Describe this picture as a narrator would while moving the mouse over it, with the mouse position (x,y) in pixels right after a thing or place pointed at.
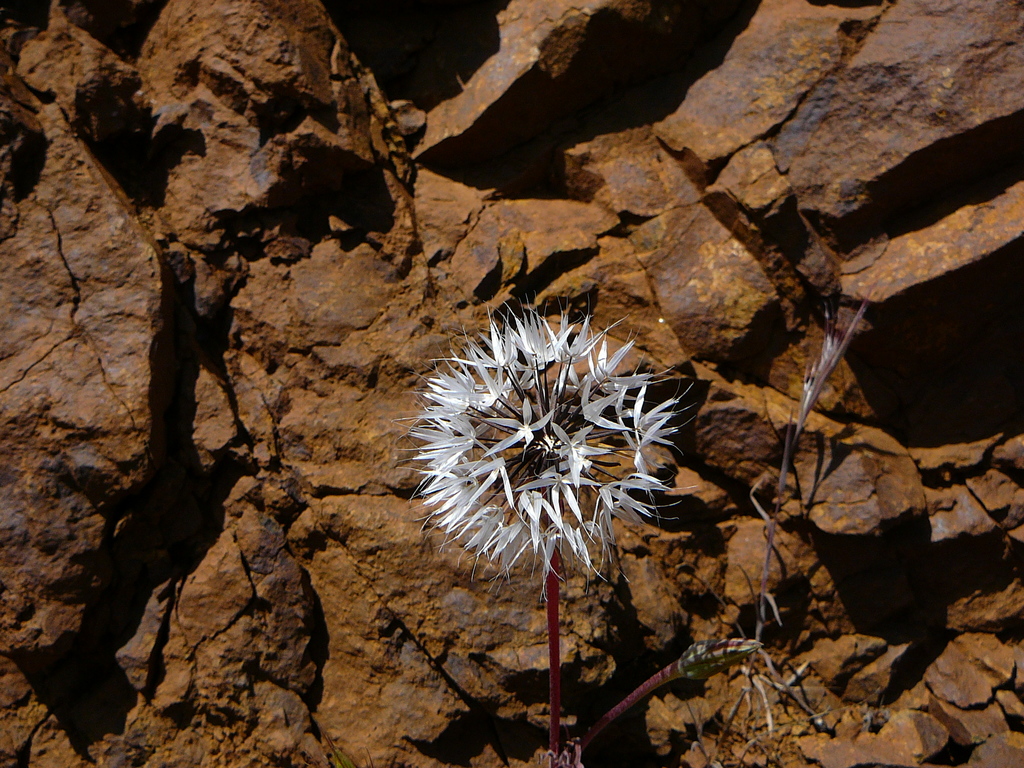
There is a white flower (499,430) and rocks (592,242) at the back (273,286).
